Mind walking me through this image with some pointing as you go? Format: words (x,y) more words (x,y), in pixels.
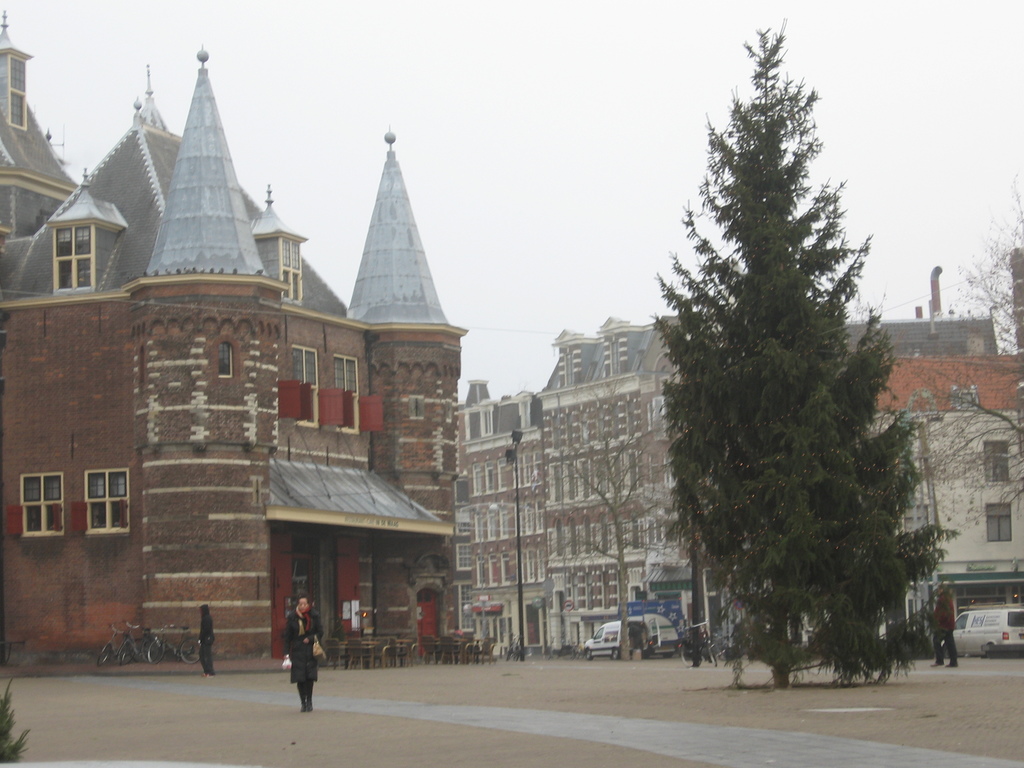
In this image there are group of people (638,647), bicycles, vehicles (967,627) on the road (572,679), trees (770,552), buildings (75,412), and in the background (677,9) there is sky (606,142).
